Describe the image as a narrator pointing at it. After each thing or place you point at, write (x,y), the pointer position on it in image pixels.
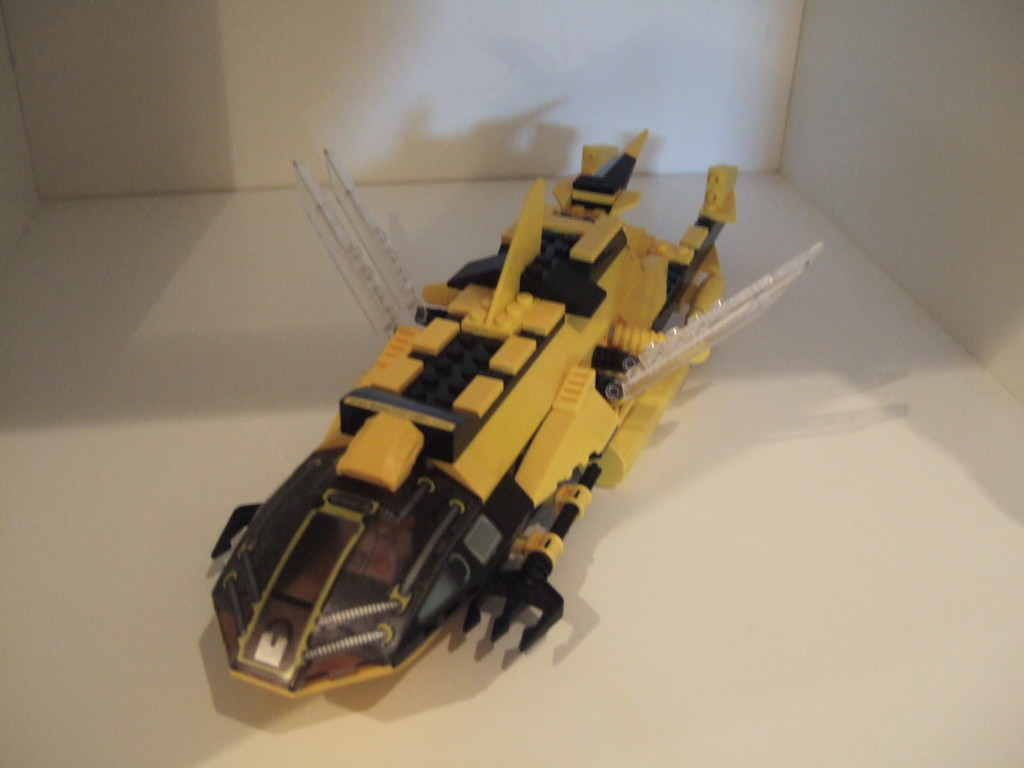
In this picture we can see a toy (256,523) on the white platform (717,541). In the background of the image (675,79) we can see wall (717,62).
